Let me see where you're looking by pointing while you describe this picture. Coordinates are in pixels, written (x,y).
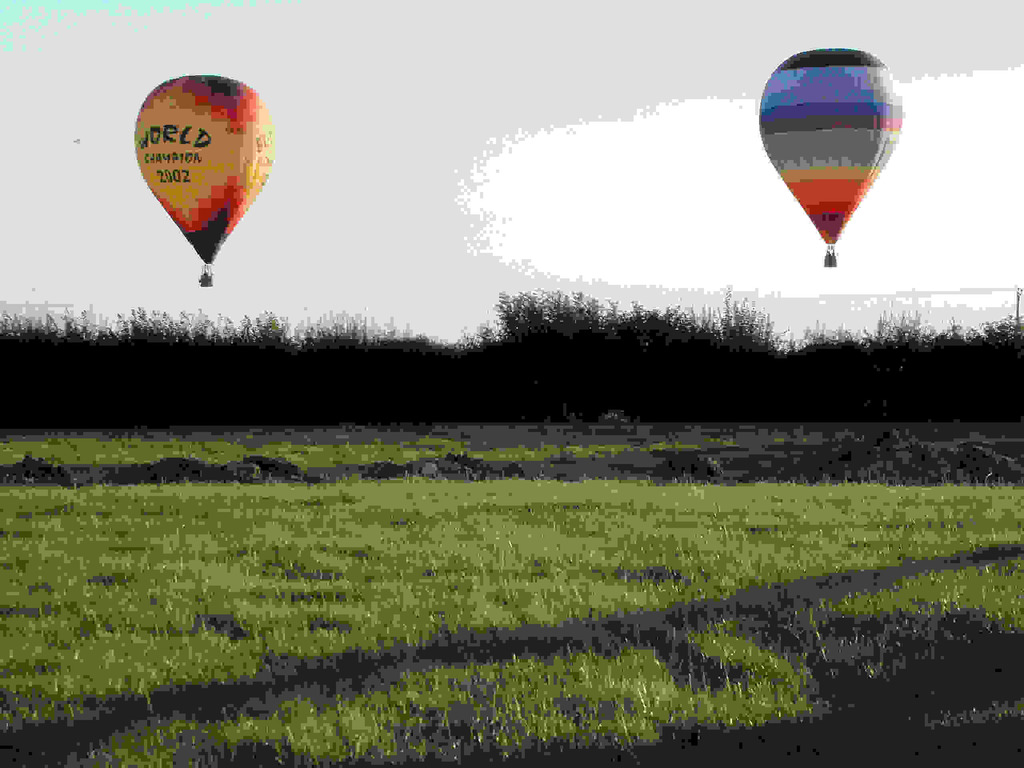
This is a blur image. At the bottom (274,579), I can see the grass (206,606). In the background (254,386) there are some trees (364,346). At the top of the image (443,129) I can see the sky (371,98) and also there are two hot air balloons (206,147) flying in the air (809,275).
